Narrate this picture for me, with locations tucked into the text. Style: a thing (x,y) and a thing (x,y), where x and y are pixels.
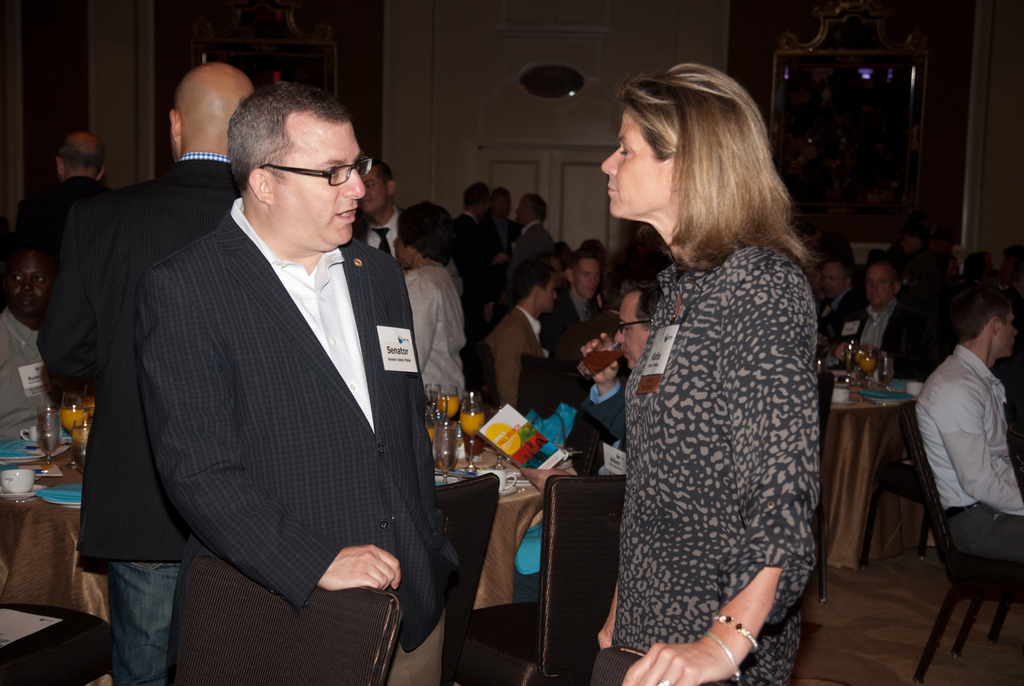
There is a group of people (630,472). Some people (628,460) are standing and some people (504,373) are sitting on a chair (537,625). There is a table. There is a glass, plate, cup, saucer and tissue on a table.
